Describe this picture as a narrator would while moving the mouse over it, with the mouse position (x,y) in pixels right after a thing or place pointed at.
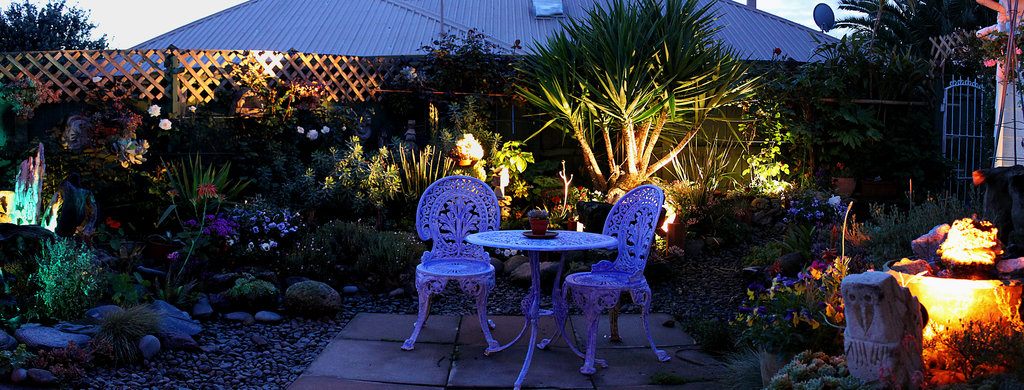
In the middle of the image (440,238) on the ground (441,359) there are tiles (409,359) with chairs (440,238) and a table (540,244). On the table (527,244) there is a small pot (536,228) and also there is a plate (547,235). Behind the chairs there are many plants (814,185) with flowers (790,312), leaves (112,280) and also there are stones (206,351) on the ground (264,307). There are lights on the plants (196,241). Behind the plants (336,283) there is a wooden fencing (233,53). And also there is a gate (976,81) and a sculpture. In the background (773,25) there is a house (762,17) with roof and a dish tv antenna (827,20).
